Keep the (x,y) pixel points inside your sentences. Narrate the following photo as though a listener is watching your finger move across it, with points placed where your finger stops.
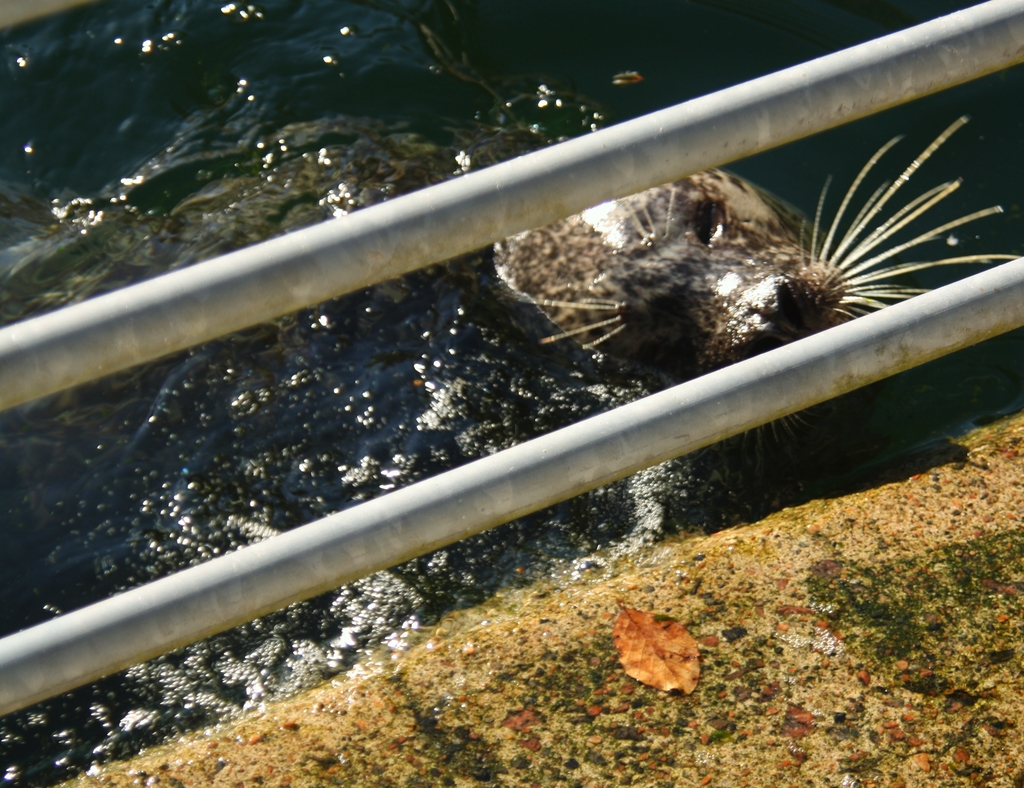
In this image we can see an animal (652,286) in the water (343,158), there are two metal rods (592,157) and a leaf (665,642) on the ground (672,692).
